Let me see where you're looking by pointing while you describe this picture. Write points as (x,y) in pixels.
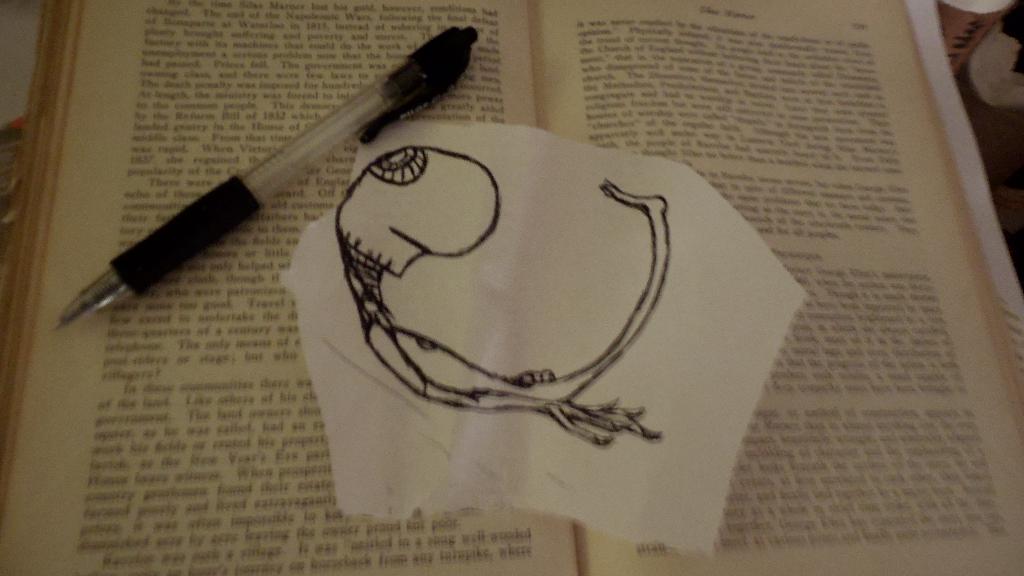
In this picture we can see a pen (210,207) and a paper (631,295) on the book (715,179).
